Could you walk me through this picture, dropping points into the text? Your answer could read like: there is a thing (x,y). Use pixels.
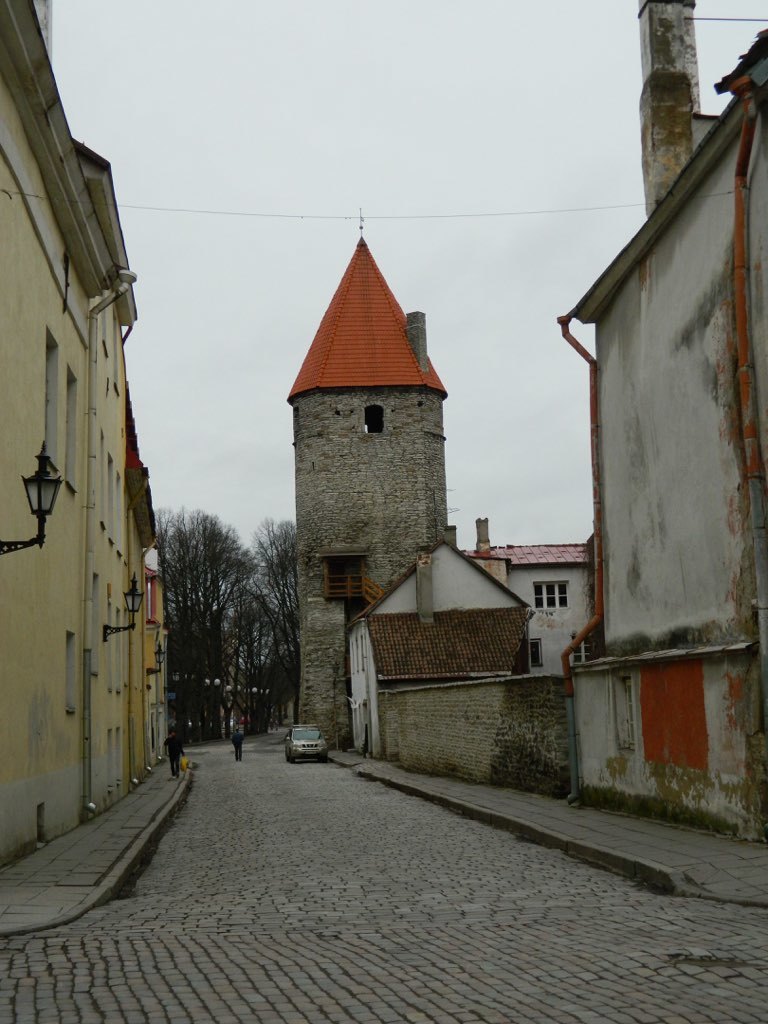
In this image, we can see two persons (240,736) in between roof houses (462,593). There are some trees (293,629) in the middle of the image (275,552). There is a car (288,745) on the road (338,861). There is a light (51,507) on the left side of the image (25,543). At the top of the image (393,132), we can see the sky (400,161).
